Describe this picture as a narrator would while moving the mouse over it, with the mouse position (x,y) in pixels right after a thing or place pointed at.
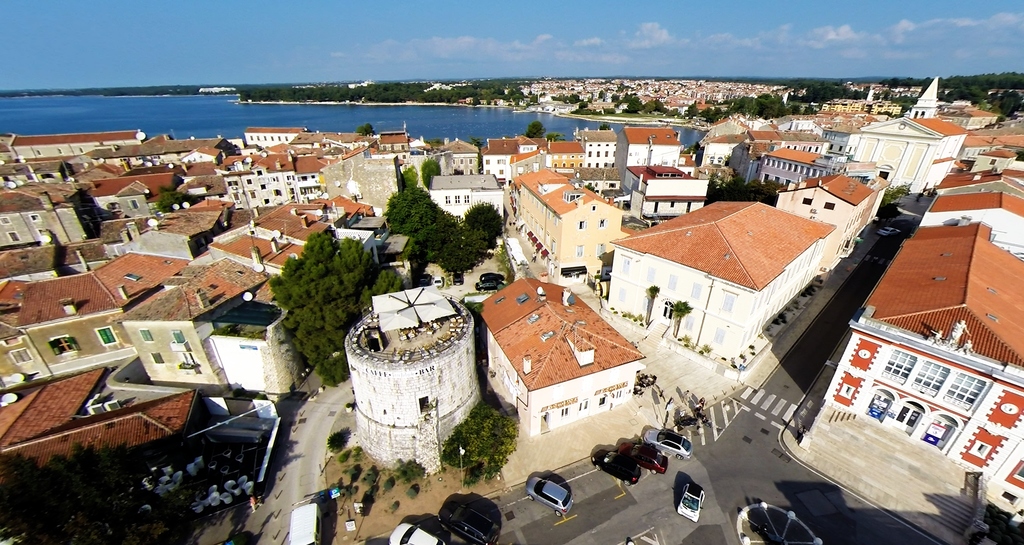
In the image we can see there are many buildings (372,249) and these are the windows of the buildings (178,283). We can even see there are vehicles (556,490) on the road (639,485). There are even trees (344,247), plants (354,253), water (316,110) and the cloudy pale blue sky (390,43).
